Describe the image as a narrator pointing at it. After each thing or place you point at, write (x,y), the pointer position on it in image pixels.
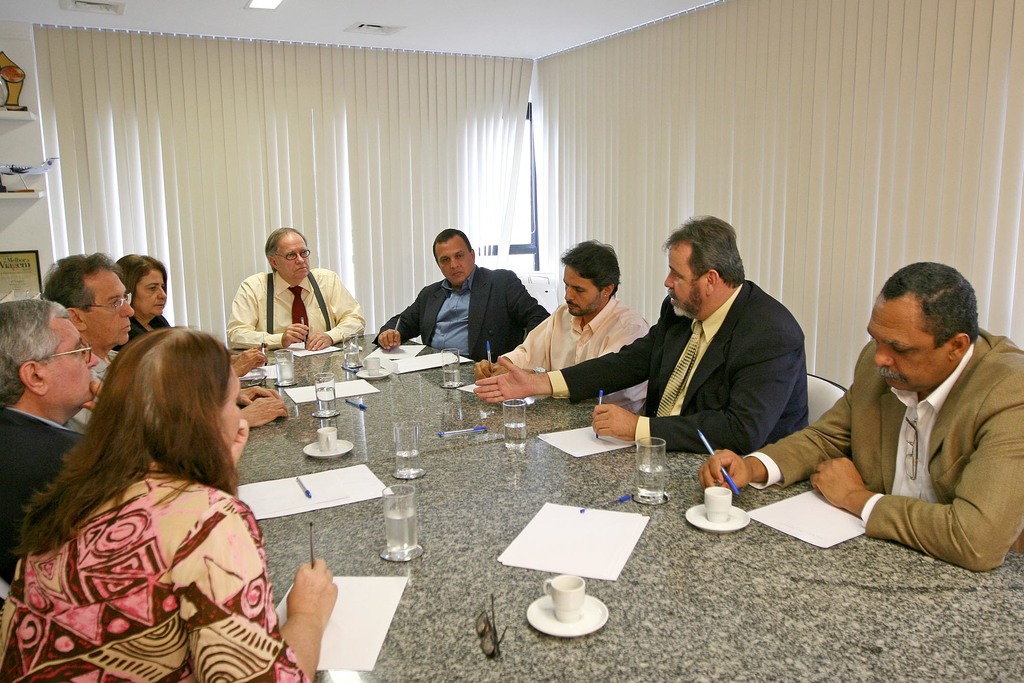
this picture is clicked inside a room (383,504). There are few people (148,553) sitting on chairs (818,392) at the table (676,575). On the table (640,610) there are cup (571,611) and saucers (586,610), papers (377,624), pens (311,529), spectacles (494,638) and glasses (410,522). To the left corner (22,195) there is a shelf (20,114) and things (7,274) are placed in it. In the background (50,179) there is wall (7,216) and window blinds (348,179) hanging to it. There a light (270,6) to the ceiling (277,20).
